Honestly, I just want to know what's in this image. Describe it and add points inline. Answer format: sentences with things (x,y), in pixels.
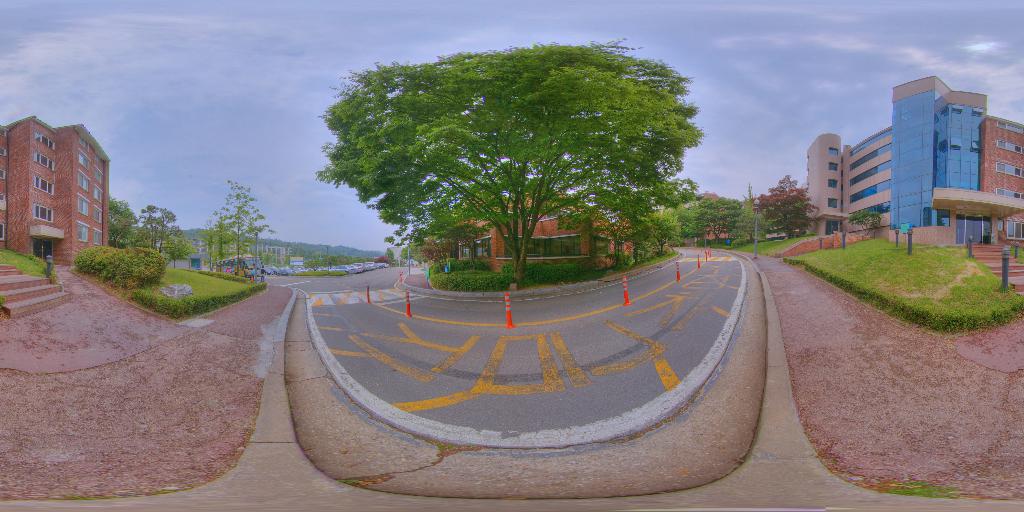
In this image I can see the road (529,380), the ground (278,362), few traffic poles (628,295) which are orange in color, some grass (899,270) on the ground (827,287), few plants (870,292) and few trees (501,172). In the background (41,186) I can see few buildings (94,223) which are brown and blue in color, a mountain (274,241) and the sky (186,107).
